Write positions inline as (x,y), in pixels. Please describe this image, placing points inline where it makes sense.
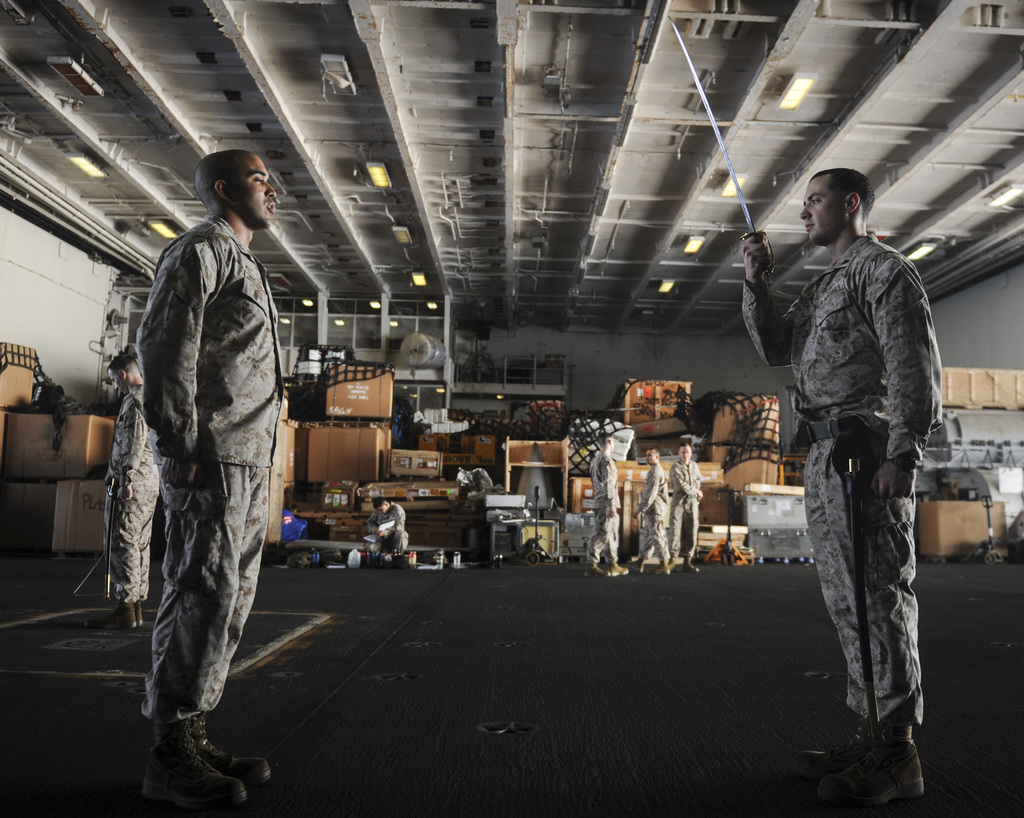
In this image I can see few men (814,449) are wearing uniforms (235,544) and standing on the floor (715,642). The man (824,424) who is standing on the right side (861,389) is holding a sword (752,233) in the hand (756,274) and looking at the man (226,274) who is standing in front of him. In the background (559,409), I can see some tables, boxes (349,460) and a wall (589,357). This is looking like a shed (432,166).
